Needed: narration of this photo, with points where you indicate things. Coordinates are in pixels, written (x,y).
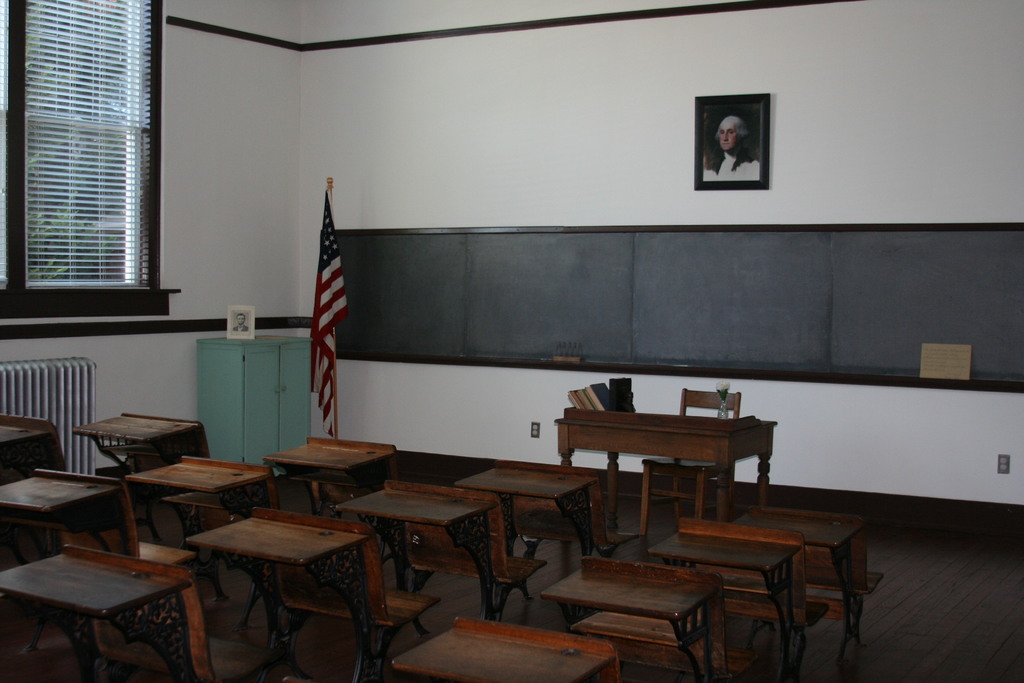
In this image we can see there are chairs (444,492), books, table (743,434), cupboard (212,402), flag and iron object (76,411) on the floor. And there is a board (672,295) and photo frame (735,152) attached to the wall (776,128). And there is a window (118,251).
